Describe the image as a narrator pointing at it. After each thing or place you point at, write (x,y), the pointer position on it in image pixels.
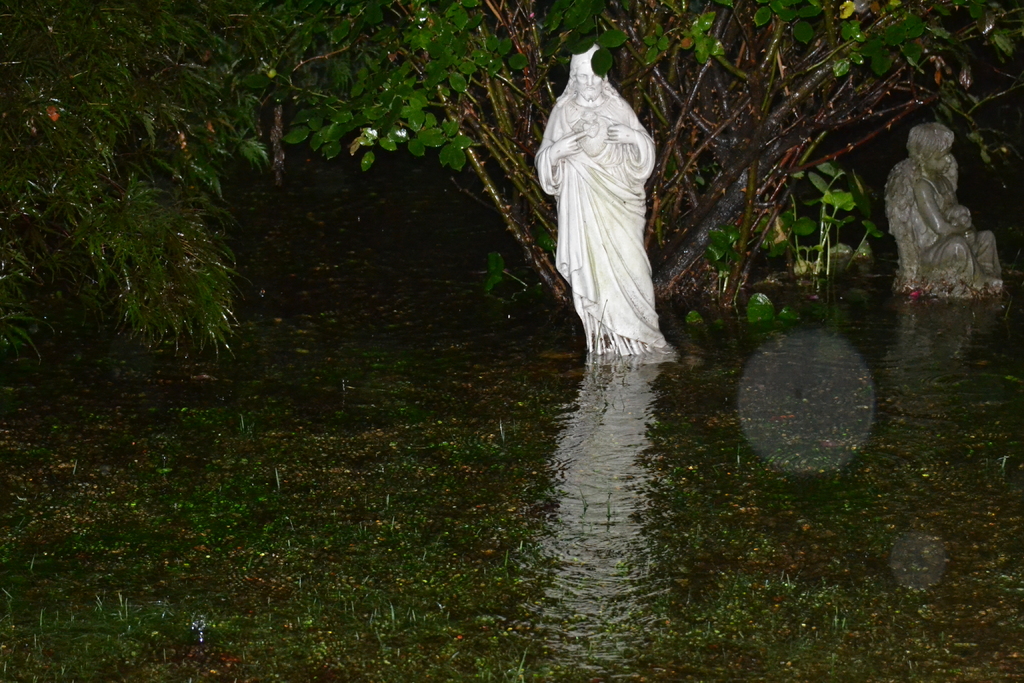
In this picture we can see statues (917,215) in the middle of floodwater (565,350) under a tree (677,84).
